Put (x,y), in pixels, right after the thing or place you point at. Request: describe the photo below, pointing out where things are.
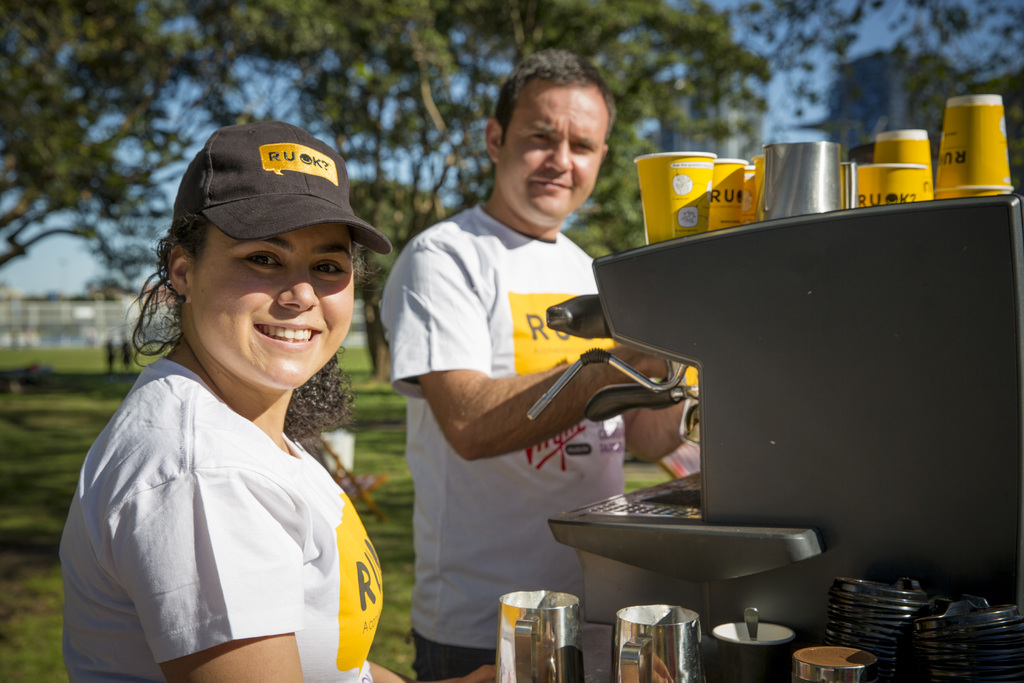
In this image we can see a man (445,328) and a woman (339,520) standing on the ground (386,427). To the right side of the image (832,365) we can see a machine (912,496), disposable tumblers (653,180) and metal mugs (674,642). In the background (237,87) we can see buildings (871,70), trees (144,97), ground (77,403) and sky (274,108).
